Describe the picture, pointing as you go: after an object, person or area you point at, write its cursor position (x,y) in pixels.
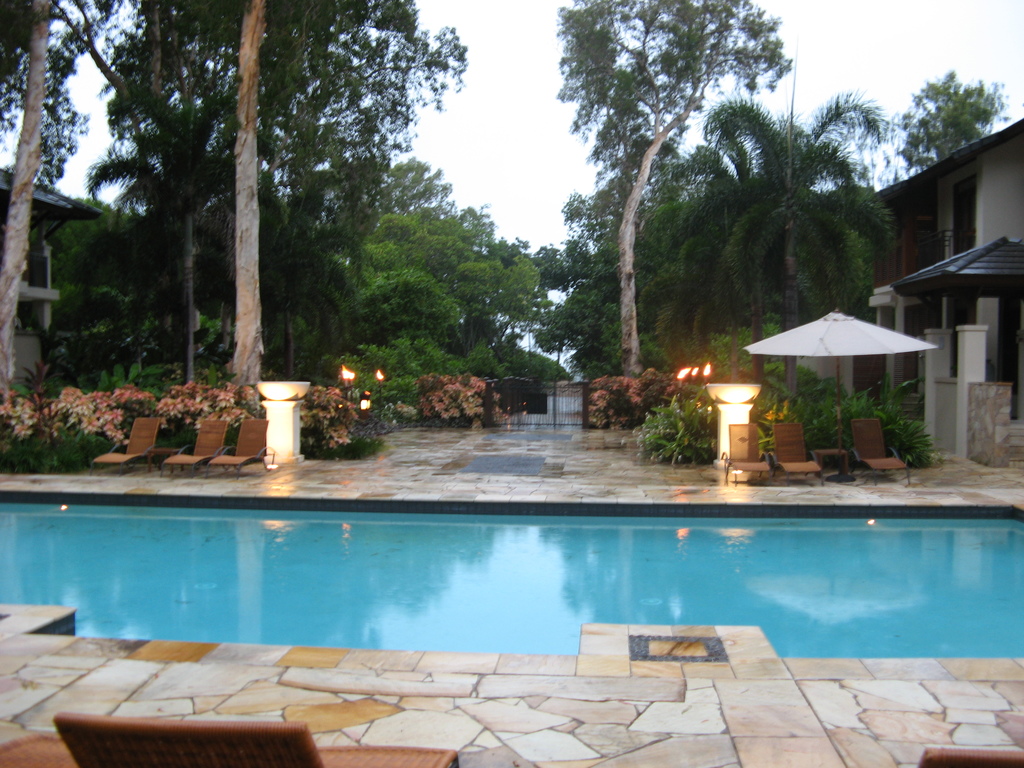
In this picture there is water (566,641) at the bottom side of the image (455,598) and there are chairs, trees (400,314), and houses (1006,215) in the background area of the image (876,297) and there is an umbrella (767,348) on the right side of the image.
